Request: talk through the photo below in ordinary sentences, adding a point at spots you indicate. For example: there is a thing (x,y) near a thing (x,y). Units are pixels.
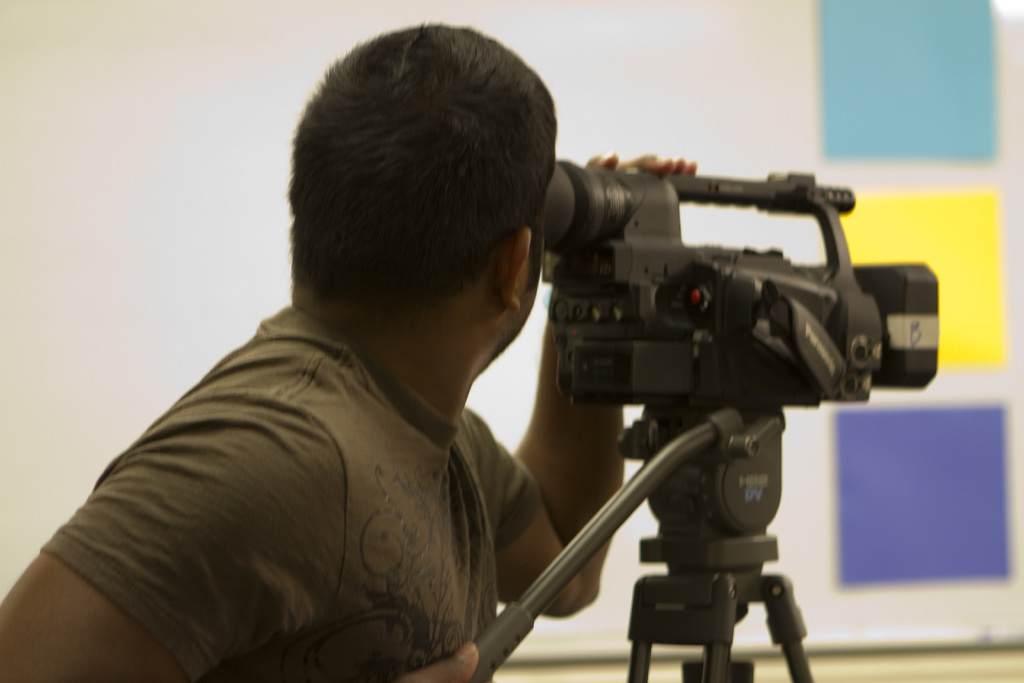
In this image there is a man (310,524) standing. In front of him there is a camera (729,332) on the tripod stand (727,579). In the background (734,42) there is a wall (357,26).
